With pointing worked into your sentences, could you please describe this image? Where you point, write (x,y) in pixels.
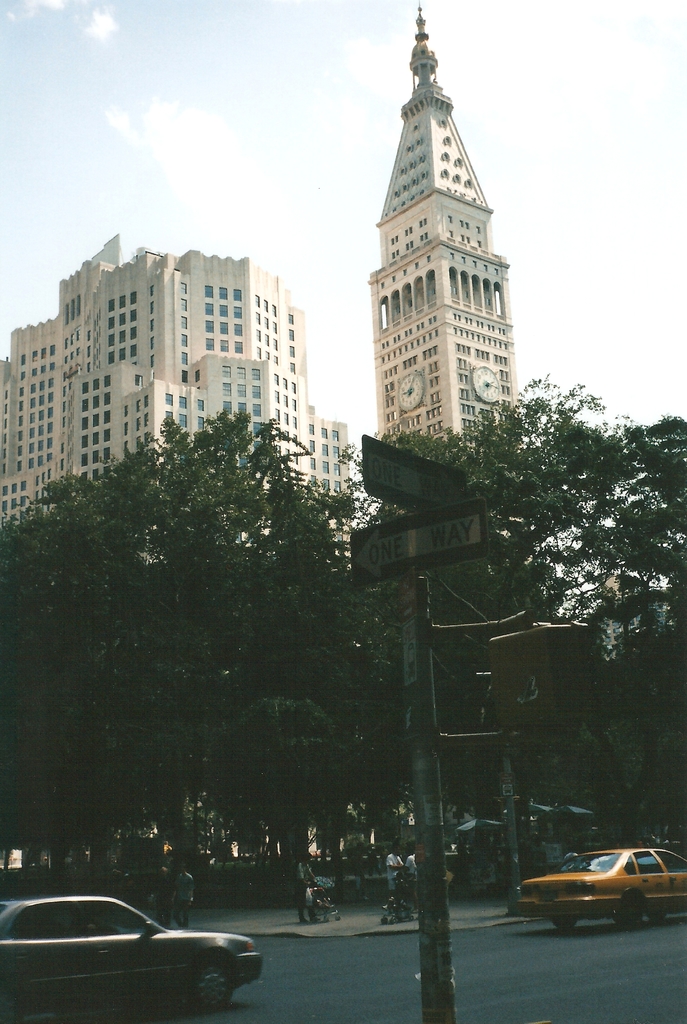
In this image there is a road (381,977) at the bottom (367,994). On the road (270,941) there are two cars (646,878). There are trees (227,721) on the footpath (417,925). Behind the trees (268,513) there are tall buildings (233,271). There is a wall clock (419,398) to the building (444,313). At the top (241,131) there is the sky (165,103). In the middle (407,471) there is a directional board (399,462).
